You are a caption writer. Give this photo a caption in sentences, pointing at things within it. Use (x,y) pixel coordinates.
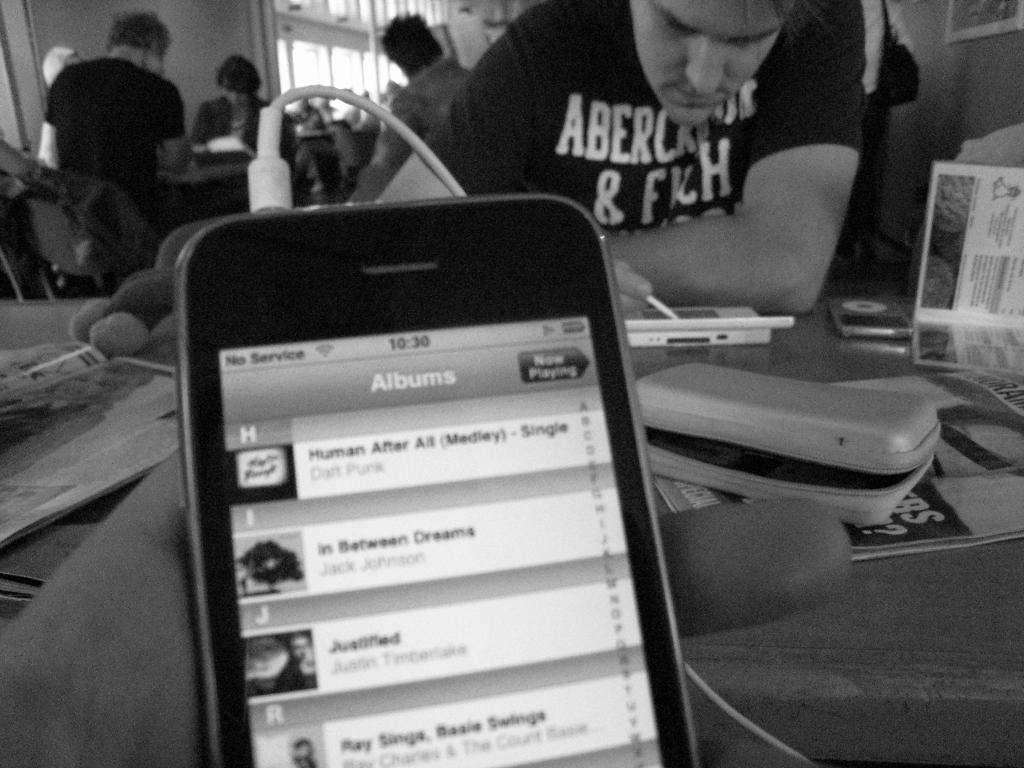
This picture describe about the black phone (304,303) in the front of the image (397,473). Behind we can see the table (948,625) with some books (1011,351), papers (982,268) and a boy (668,177) wearing black color t-shirt (701,199) sitting on the chair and writing something. In the background (438,59) there are some group of boys (56,154) sitting and reading books (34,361).
